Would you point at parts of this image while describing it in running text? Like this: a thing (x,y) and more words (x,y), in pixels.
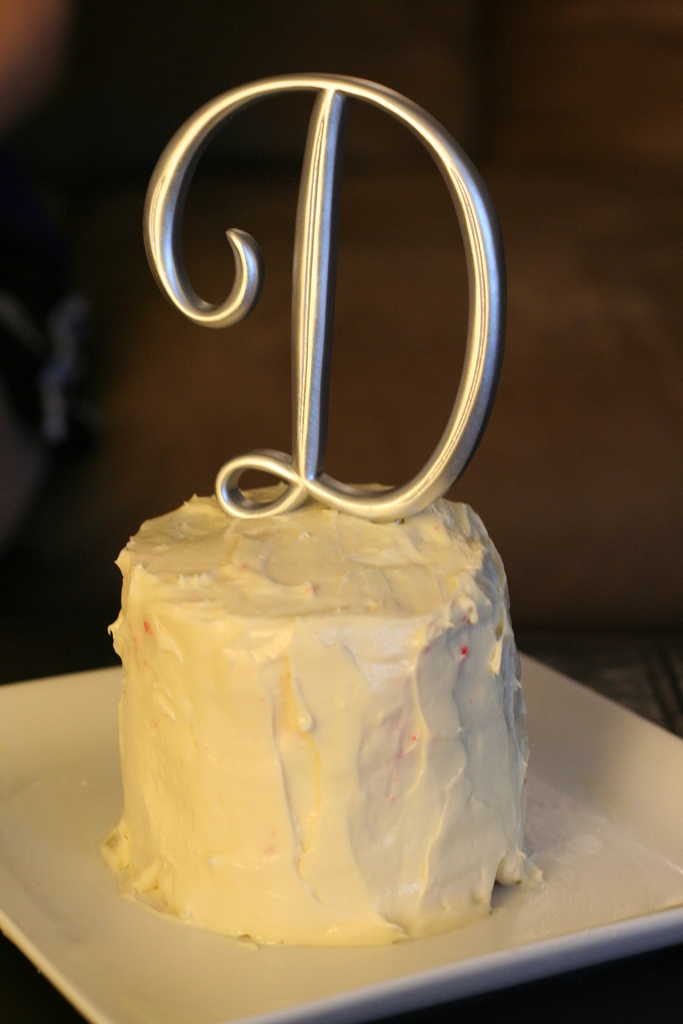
In this image we can see cake (308,874) in a plate (266,969) and we can see an alphabet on the cake (379,639). There is a blur background (440,228).
